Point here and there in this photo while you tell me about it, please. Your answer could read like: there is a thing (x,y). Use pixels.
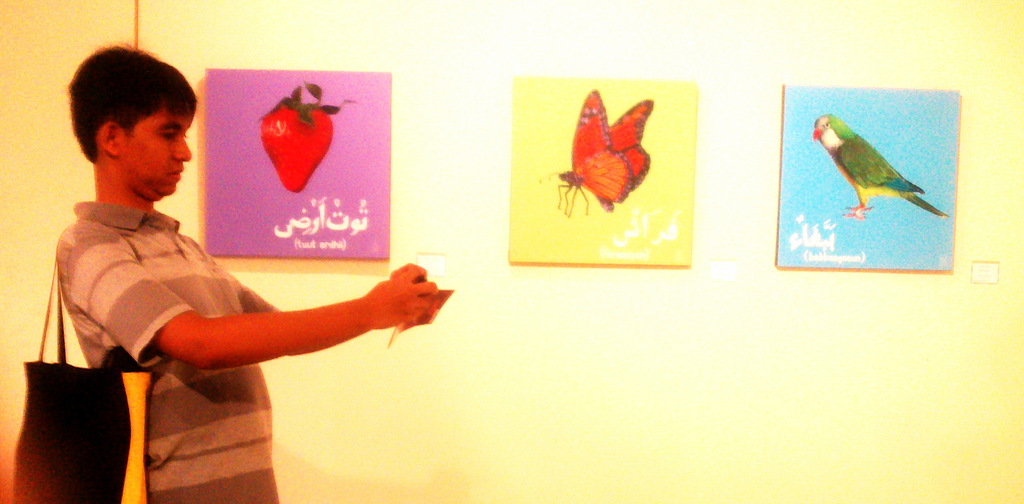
In this image there is a man (173,300) on the left (179,315) who is holding the bag (40,359) by holding the camera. In the background (421,80) there is a wall (449,86) on which there are three frames (345,173). On the right side (849,151) there is a parrot (838,159), in the middle (575,177) there is a butterfly (595,159). On the left side (327,127) there is a strawberry (320,130) on the wall (44,316).
